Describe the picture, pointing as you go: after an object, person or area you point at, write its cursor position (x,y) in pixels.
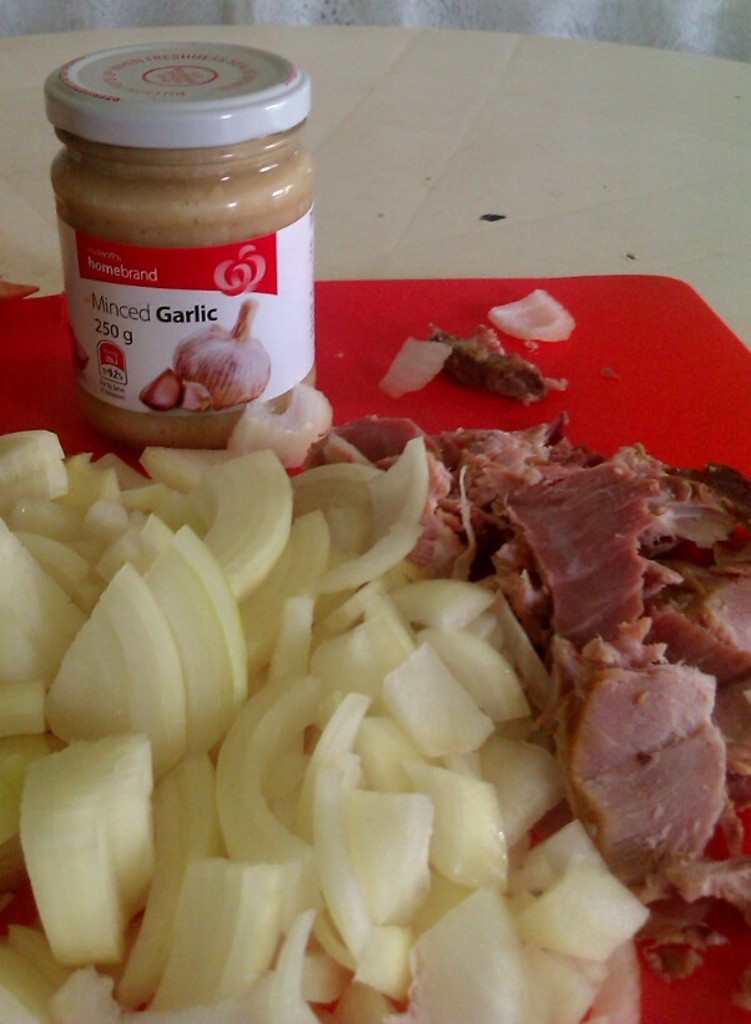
In this picture I can see slices of a food item (94,927) and meat (499,353), there is a glass jar (194,247) with garlic paste (245,229) in it, on the board (34,303), on the table (21,91).
